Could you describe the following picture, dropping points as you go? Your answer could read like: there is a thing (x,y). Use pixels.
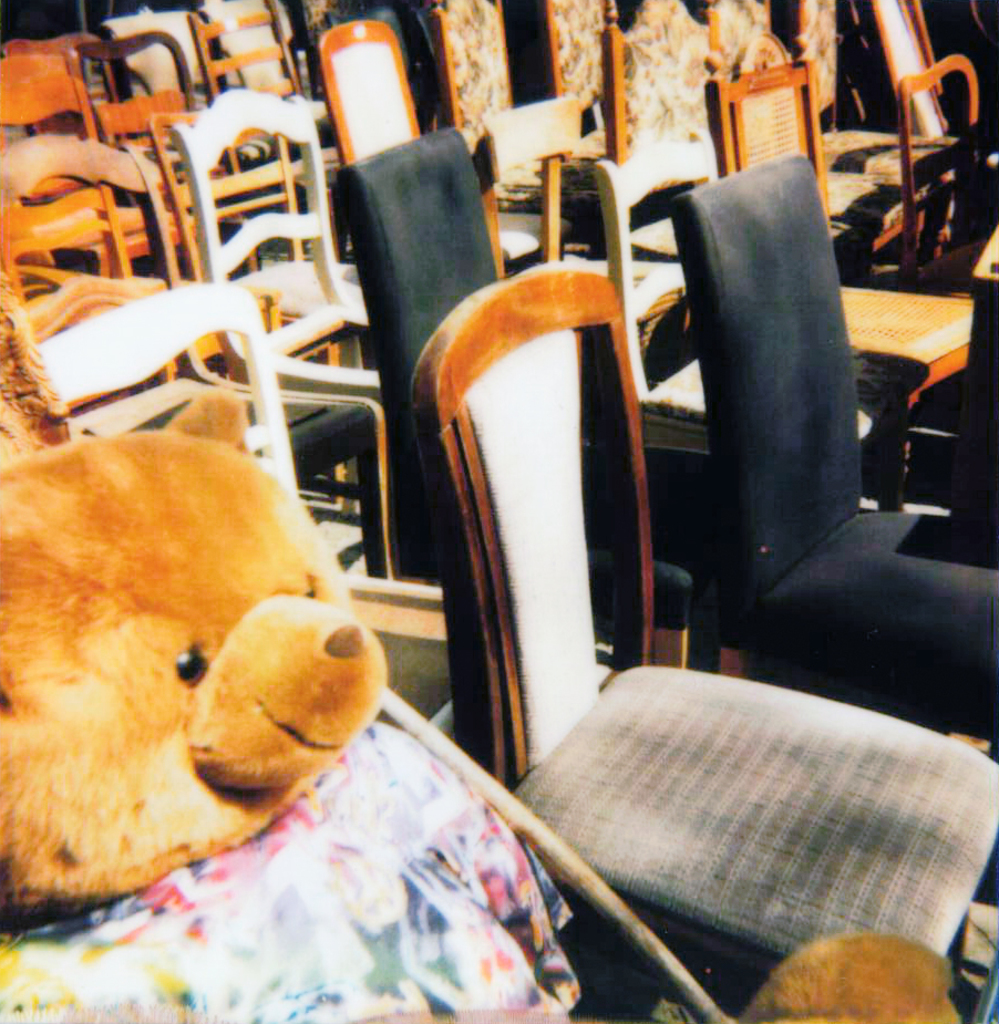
there is a soft toy (189,943) placed on a chair (675,888). there are many chairs (844,525) in a room (348,135), which are white, brown and black in color. the toy (218,475) is a teddy bear (110,656) which is brown in color.
